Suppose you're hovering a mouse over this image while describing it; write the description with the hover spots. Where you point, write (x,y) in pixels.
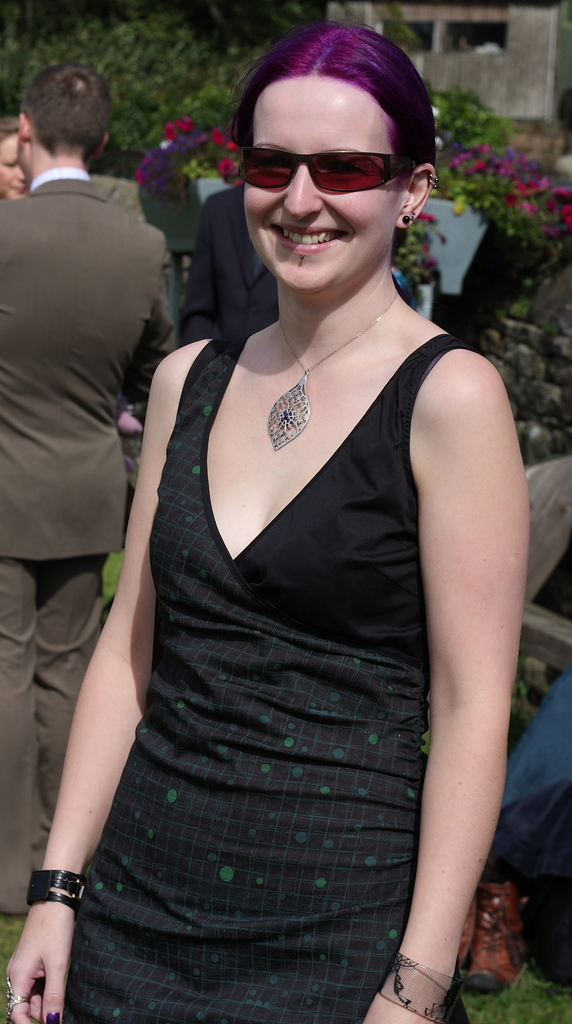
This is the woman (316,746) standing and smiling. She wore a black dress (247,889), bracelet (85,886), necklace (279,434) and goggles (367,161). I can see few people (101,204) standing. This looks like a flower pot (456,240) with the plants (196,174). I think these are the flowers (185,121). In the background (161,77), I can see the trees (231,28).
